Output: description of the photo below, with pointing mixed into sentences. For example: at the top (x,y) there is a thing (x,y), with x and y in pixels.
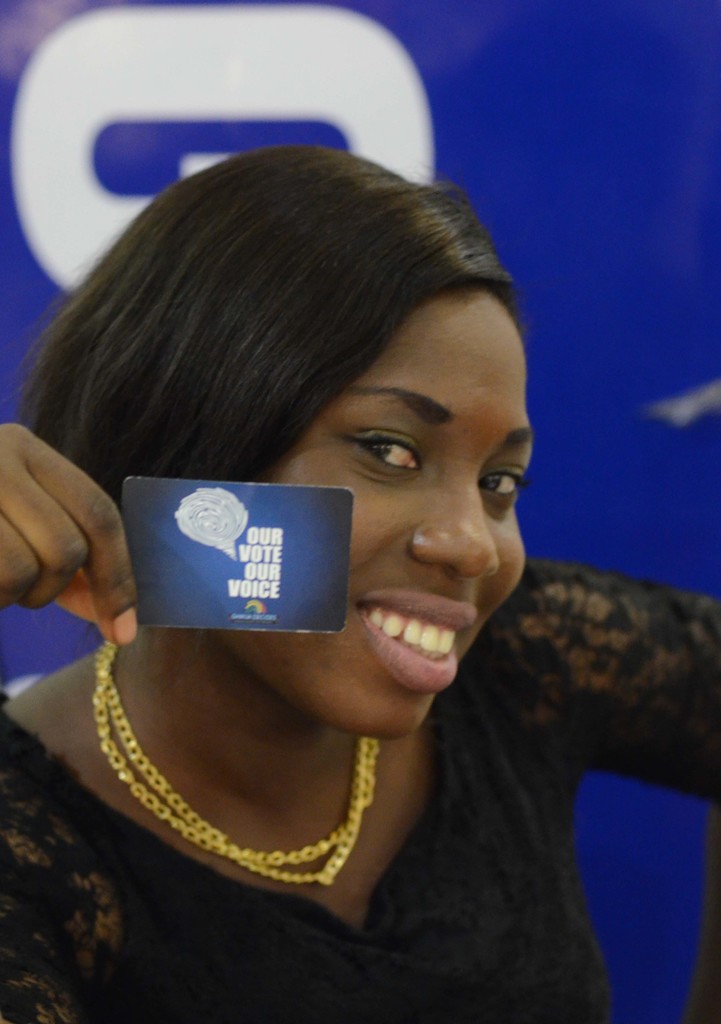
In this image there is a woman (392,784). She is smiling. There is a card (206,565) in her hand (113,544). There is text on the card (233,571). In the background (125,125) there is a banner (124,123).
